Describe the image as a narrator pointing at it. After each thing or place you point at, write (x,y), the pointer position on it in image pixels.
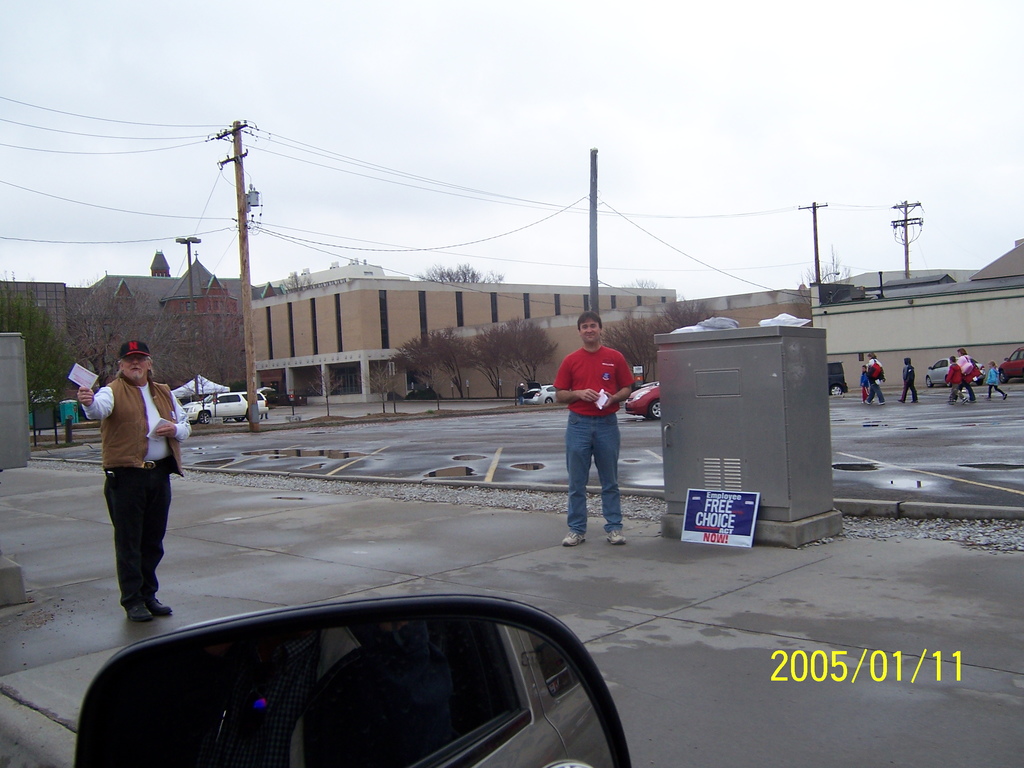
This image is taken outdoors. At the top of the image (259,89) there is a sky (633,103) with clouds (790,142). At the bottom of the image (746,611) there is a floor (301,552) and there is a side mirror (289,699) of a car (583,743). In the background (325,346) there are a few houses (299,309) and trees (445,360). A few people (966,376) are walking on the floor (654,420) and a few cars (224,414) are parked on the road (925,396). There are a few poles (240,172) with wires (258,149). In the middle of the image (579,462) two men (604,471) are standing on the road (673,550) and there is a board (717,519) with a text (719,503) on it.
